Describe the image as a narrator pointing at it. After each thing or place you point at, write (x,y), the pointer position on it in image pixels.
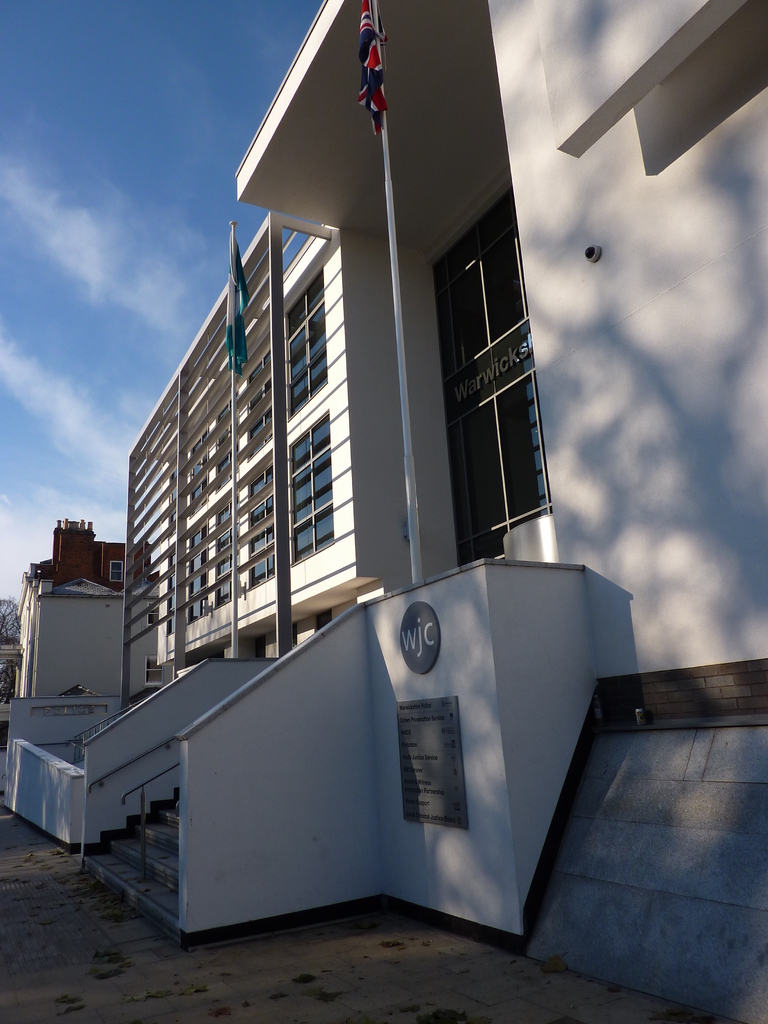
In this image there are buildings (442,380). In front of the buildings (400,117) there are flags (227,304) to the poles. There are steps (131,870) to the building (249,624). There is a railing (173,768) beside the steps (163,827). There are boards (432,768) with text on the walls (442,676) of the building (477,397). At the top (98,304) there is the sky (29,381). At the bottom (80,970) there is the ground (266,979).
